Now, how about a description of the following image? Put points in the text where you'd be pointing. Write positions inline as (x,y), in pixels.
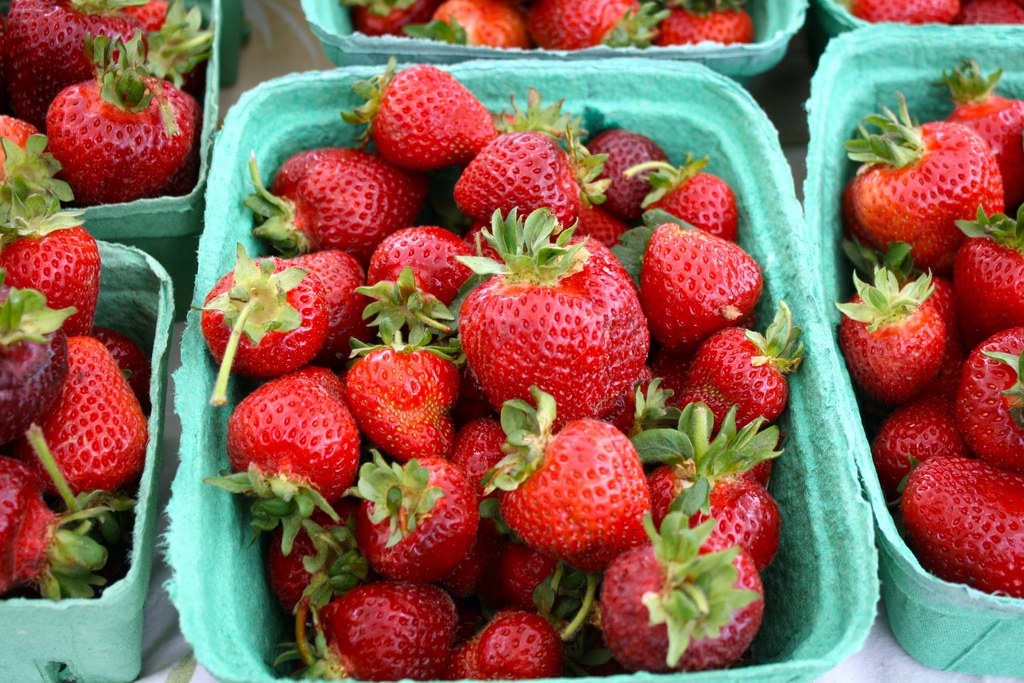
In the center of the image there is a platform (803,122). On the platform (792,105), we can see baskets (640,62). In the baskets (671,54), we can see strawberries (731,327).
